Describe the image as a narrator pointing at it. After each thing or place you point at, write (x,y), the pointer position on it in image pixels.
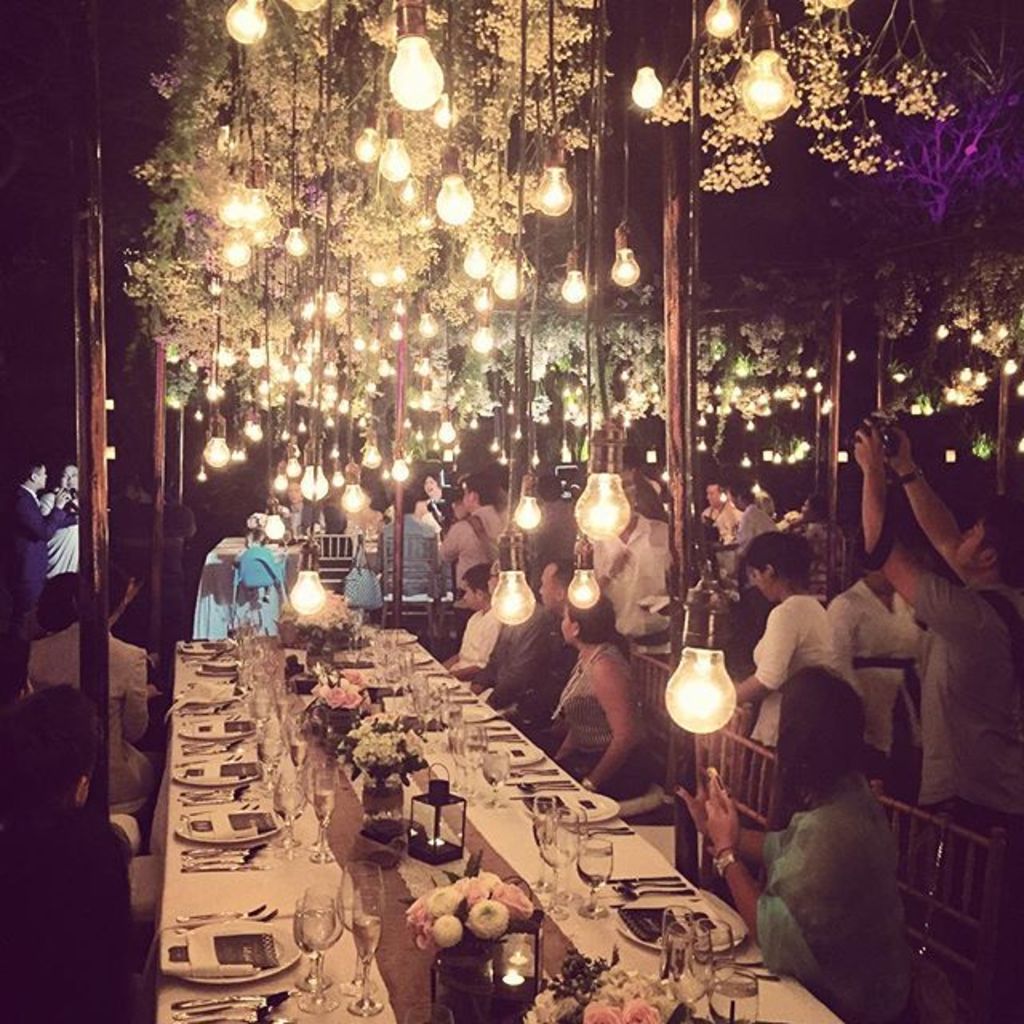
At the top of the image (338,246) we can see poles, decors (473,125) and electric lights (438,77) hanging from the top. At the bottom of the image (630,760) we can see some persons (759,558) standing and some persons (806,864) sitting on the chairs (726,757). There is a table (287,913) in the middle of the image (357,631) and cutlery (221,913), crockery (314,934), decors (468,959) are placed on it.
